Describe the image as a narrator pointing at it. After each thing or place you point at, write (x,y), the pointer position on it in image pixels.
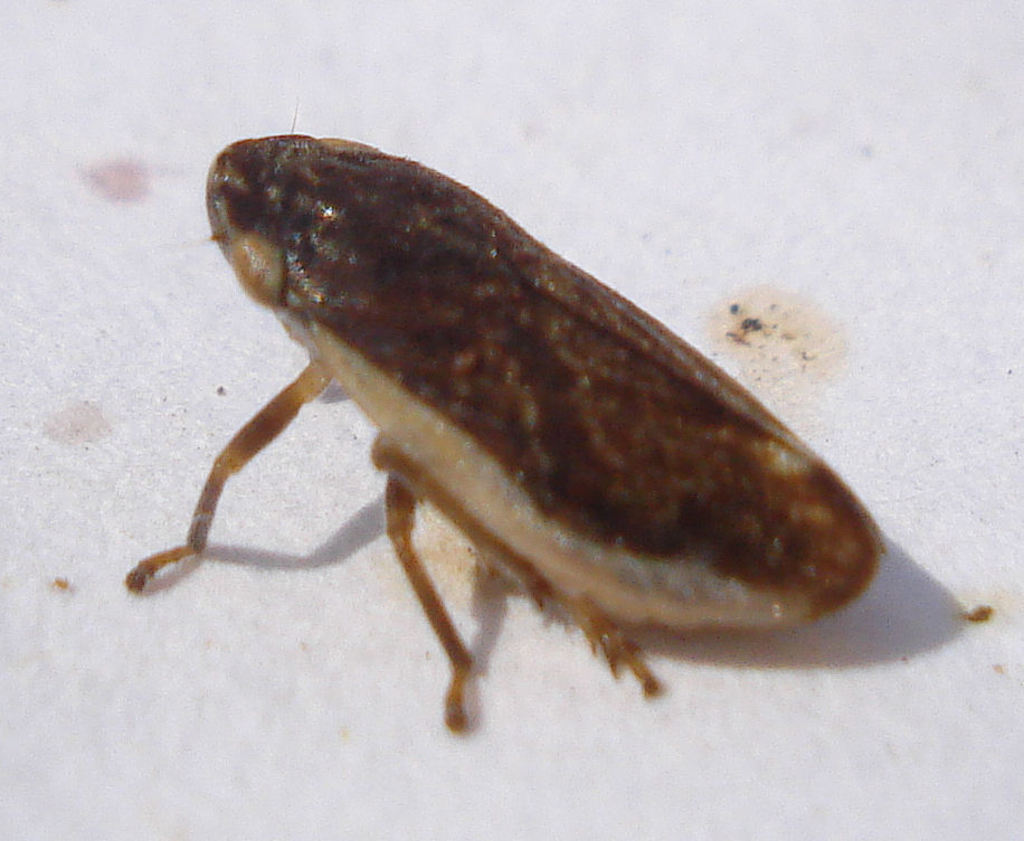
In the image we can see there is an insect (535,499).
